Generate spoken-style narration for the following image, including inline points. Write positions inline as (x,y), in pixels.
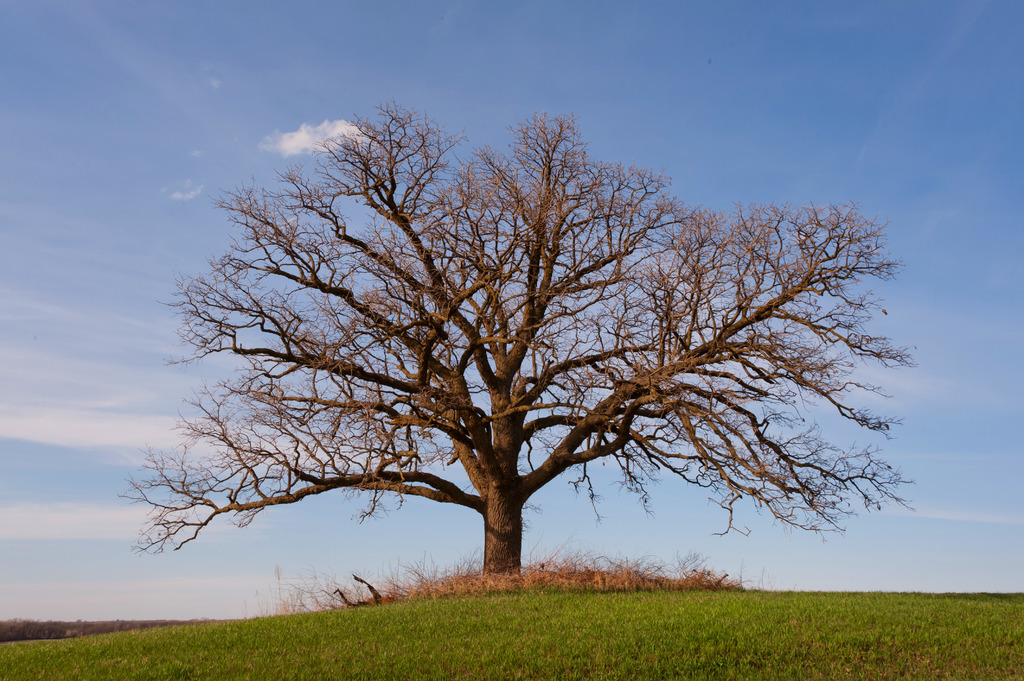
In the center of the image (546,448) we can see a tree (447,372). At the bottom of the image (344,611) we can see the plants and grass (953,607). At the top of the image (466,149) we can see the clouds (20,399) are present in the sky (980,247).
